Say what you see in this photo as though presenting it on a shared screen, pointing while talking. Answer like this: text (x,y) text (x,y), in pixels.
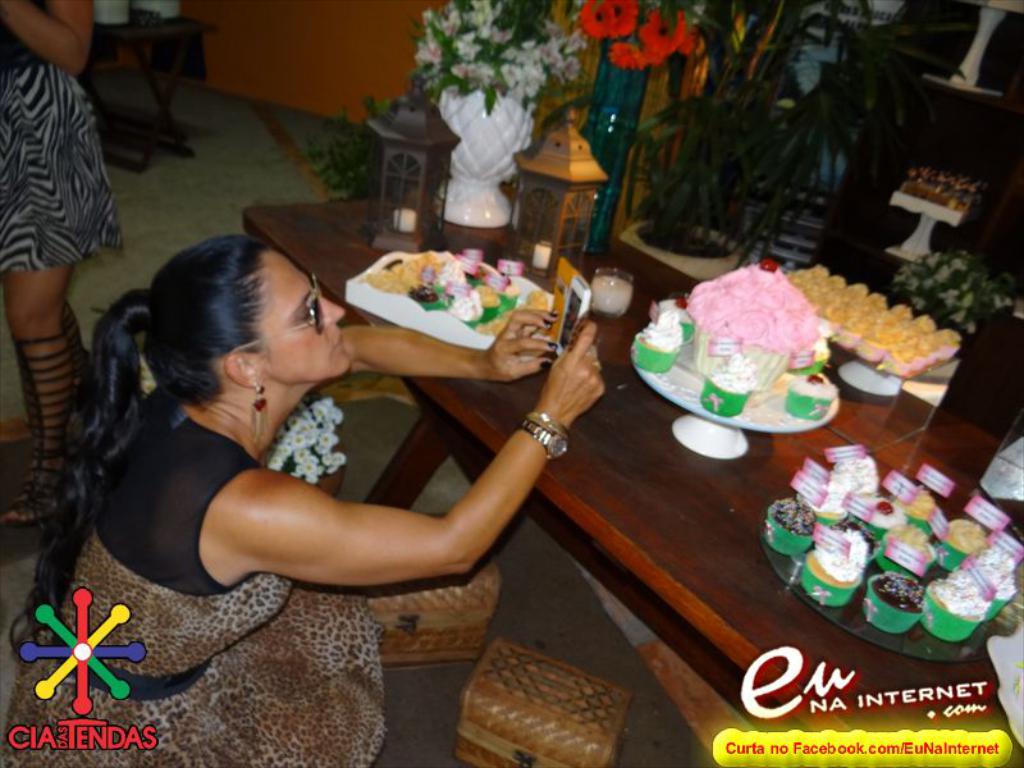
In this picture we can see a woman (50,765). She has goggles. This is table (659,540). On the table (659,539) there is a cake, muffins (800,513), and a flowers vase (639,63). This is floor (241,189) and there is a wall (331,49).
